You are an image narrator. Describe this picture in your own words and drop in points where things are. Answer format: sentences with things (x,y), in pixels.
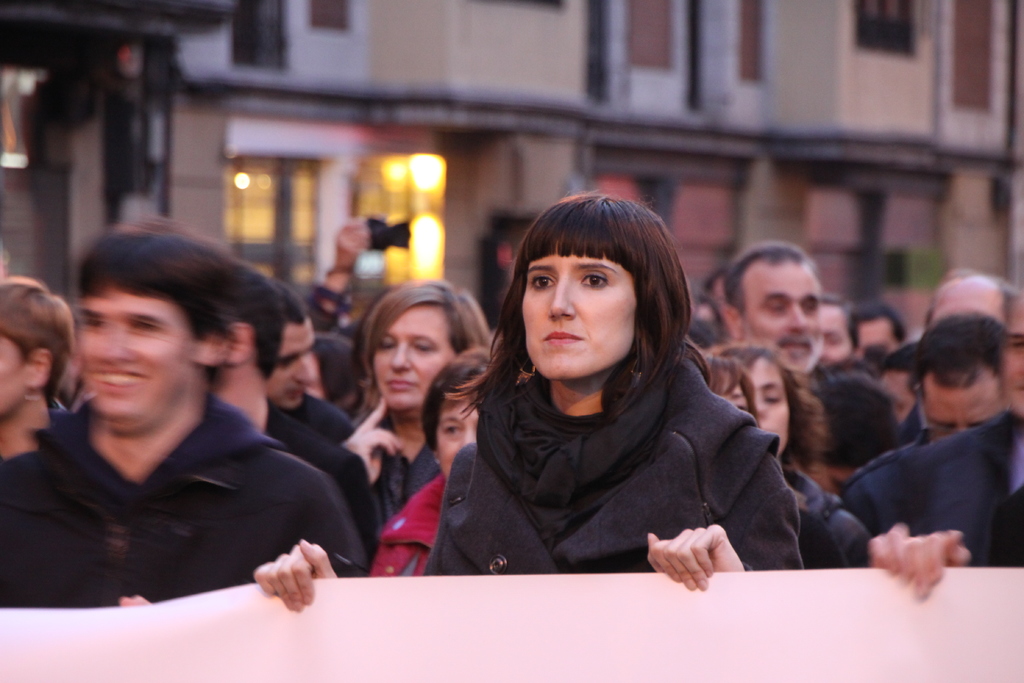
In this image, we can see there are persons (279,415) in different color dresses (1005,419). Some of them are holding a white color banner (866,593). In the background (946,18), there is a building (765,42) which is having windows (408,218) and lights (409,185).
